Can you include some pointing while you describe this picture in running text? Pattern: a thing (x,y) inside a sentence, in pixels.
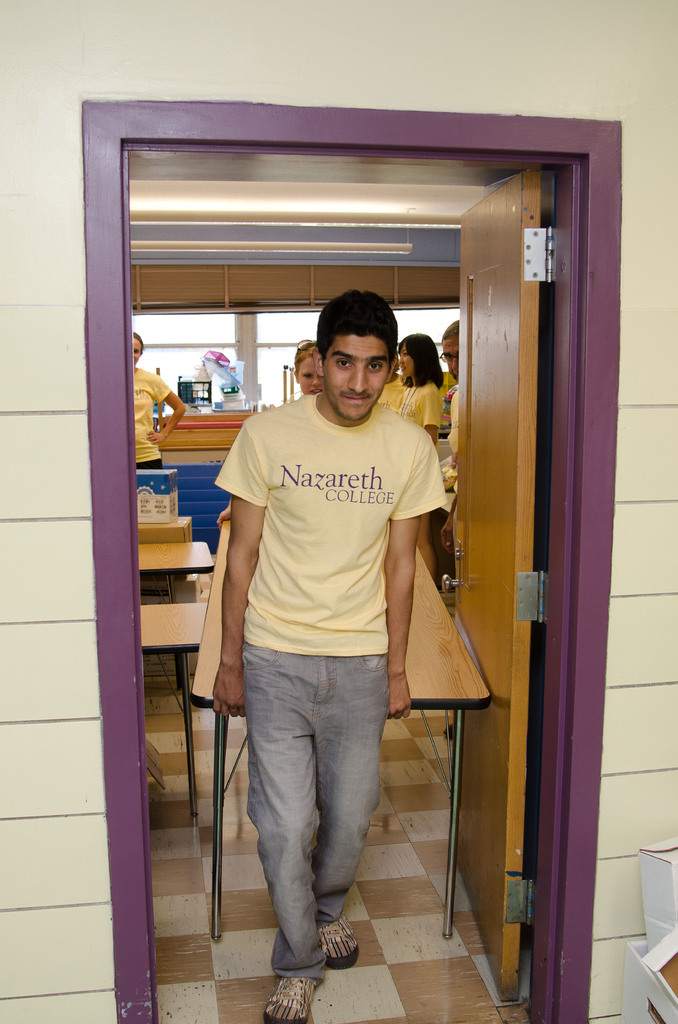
In the image we can see there is a man (332,652) who is standing and he is holding a table (436,685) and at the back (302,360) there are lot of people (310,360).
